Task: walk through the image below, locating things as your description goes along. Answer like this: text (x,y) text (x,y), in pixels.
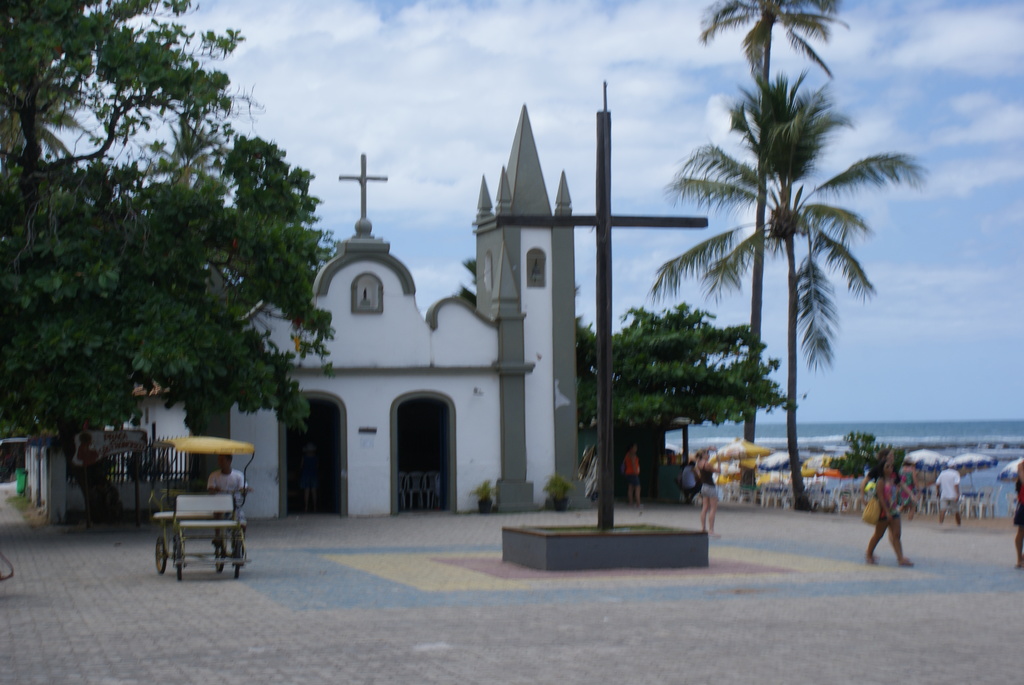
In the middle (516,322) it is a church (516,322) and on the right side (774,226) there are trees (762,379). On the left side (200,552) a man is riding a vehicle (226,541). At the top (447,78) it's a sunny sky (407,102).
